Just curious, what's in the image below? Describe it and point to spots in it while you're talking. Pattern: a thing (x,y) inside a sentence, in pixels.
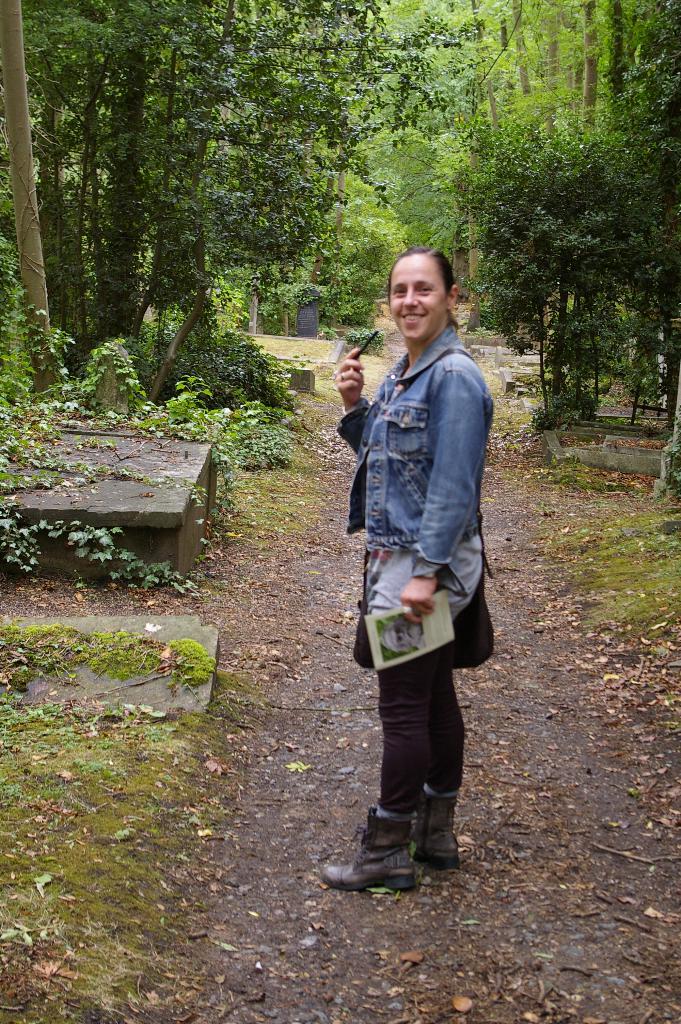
In this image I can see a woman (447,665) is standing. I can see she is holding a phone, a paper (415,631) and I can see she is carrying a bag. I can also see smile on her face (405,326) and I can see she is wearing blue colour jacket (410,416), pant (424,659) and shoes (407,863). In background (273,519) I can see grass (73,878) and number of trees (310,245).
